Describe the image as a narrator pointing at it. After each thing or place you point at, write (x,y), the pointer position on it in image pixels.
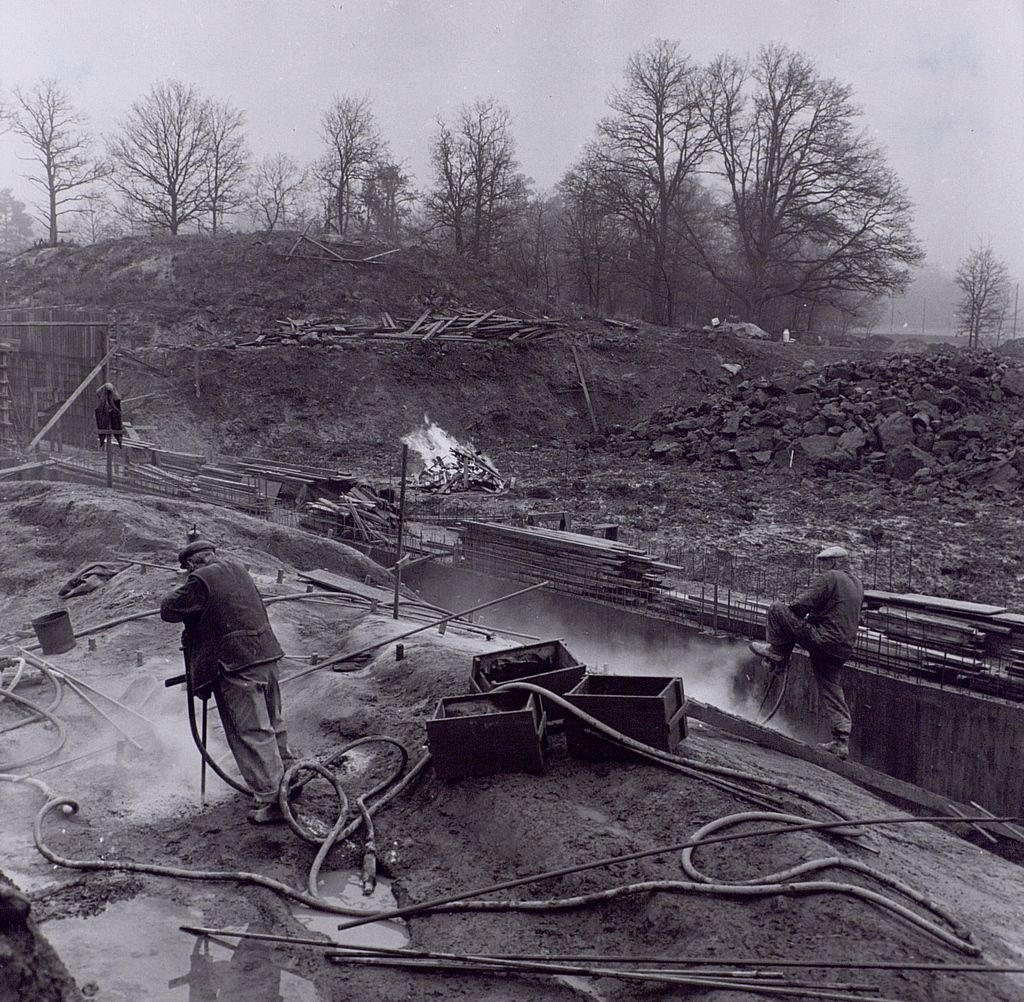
This image consists of two men (181,613) working. It looks like there is a building construction (39,367). In the background (596,275), there are rocks (952,448) along with trees (677,151). To the top (942,33), there is sky (269,40). At the bottom (326,910), there is a pipe (311,905).
